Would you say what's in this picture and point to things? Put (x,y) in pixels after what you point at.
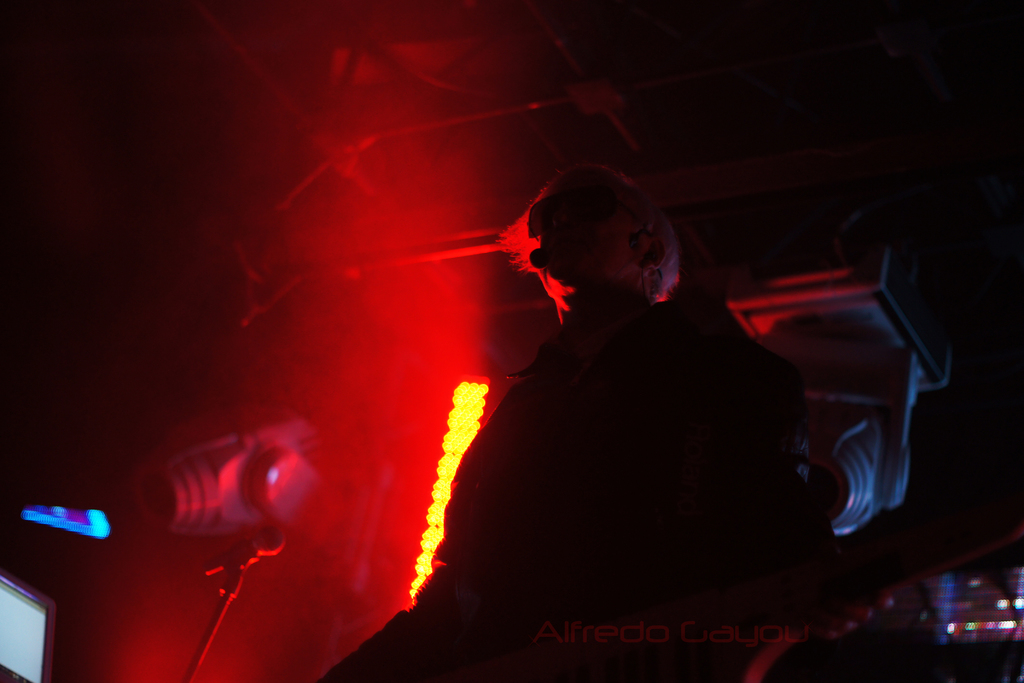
In the center of the image (646,375) we can see a person (561,503). On the left (238,582) there is a mic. In the background (254,526) there is a light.
